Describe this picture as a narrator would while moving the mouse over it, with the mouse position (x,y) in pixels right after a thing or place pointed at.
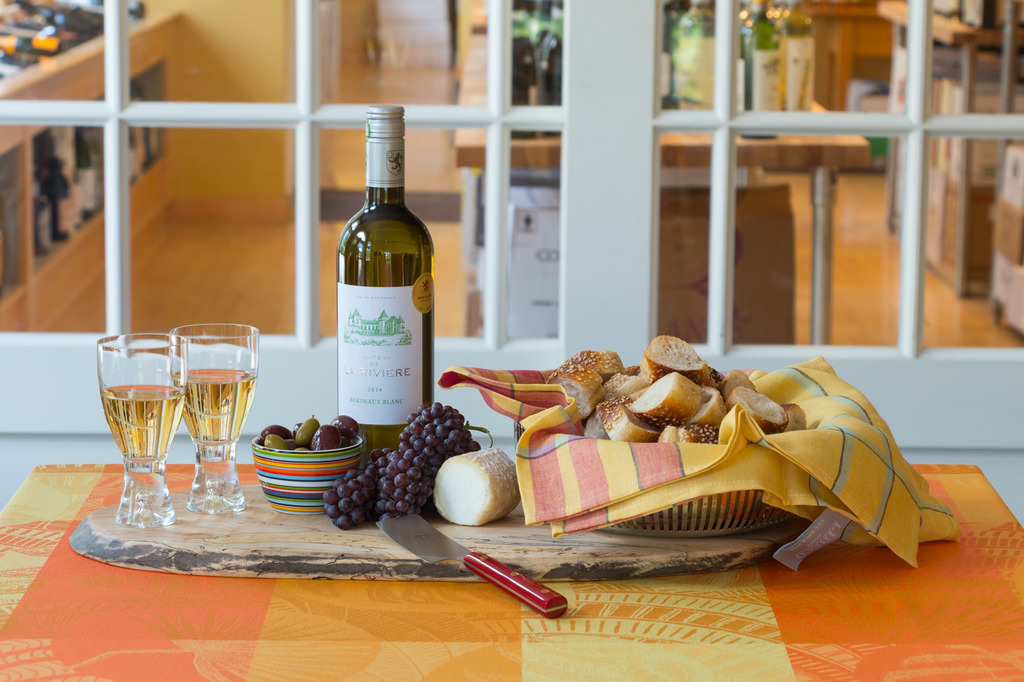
In this image there is table (774,612) on the table (638,599) some food (399,498) is kept there is a bread (670,437) on the basket (716,505), knife (434,549), grapes (415,466) bottle (388,337) two glasses (235,390) filled with a drink (183,411). In the background (605,152) there is white colour window (588,122) and the shelves (101,236) filled with bottles (70,190).
